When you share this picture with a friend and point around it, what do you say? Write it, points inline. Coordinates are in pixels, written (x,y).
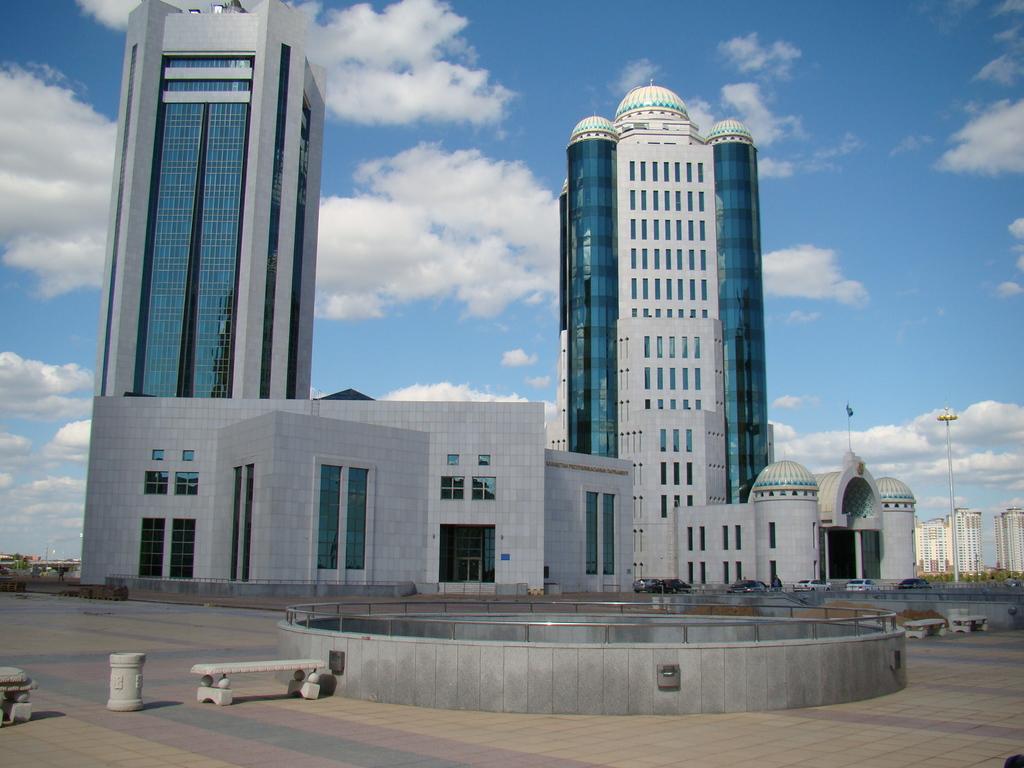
In the foreground of this image (331,680), there are stone benches (292,684) on the path (352,731) and a large circular wall (551,661). In the background (581,457), there are buildings (698,472), a flag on the building (745,509), pole (955,546), sky (940,309) and the cloud (806,279).
